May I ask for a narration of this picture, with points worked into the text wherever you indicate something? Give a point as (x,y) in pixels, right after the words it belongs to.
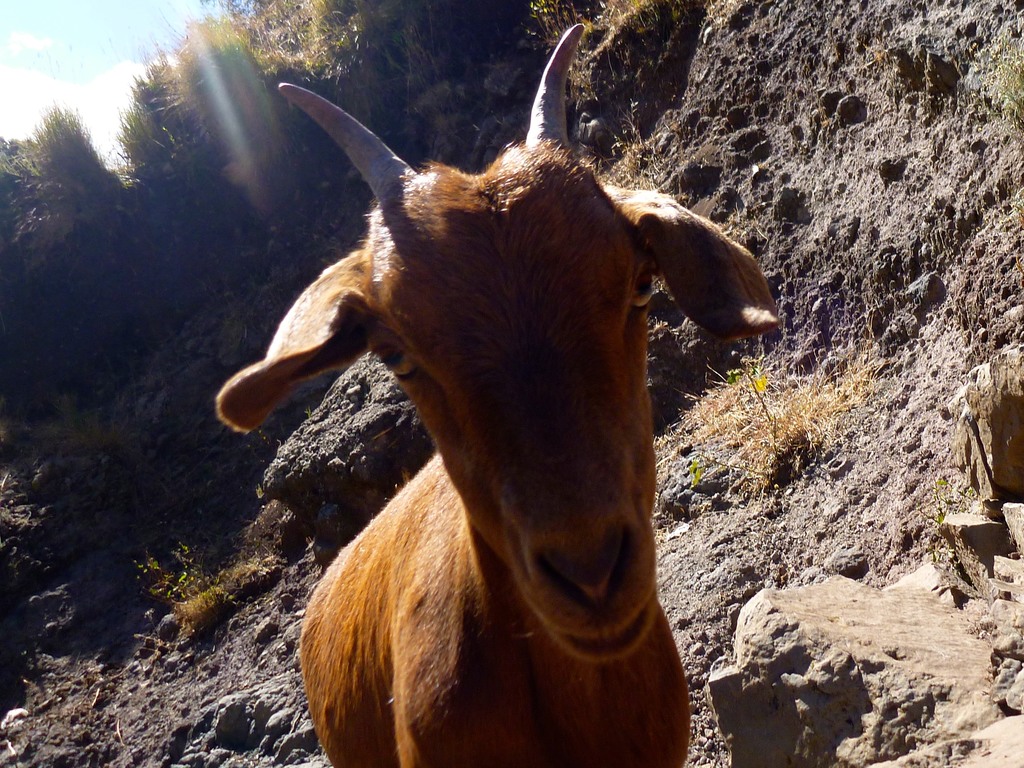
In this image I can see an animal (404,602) which is in brown color, background (244,101) I can see trees (229,184) in green color and the sky (101,71) is in white and blue color.
